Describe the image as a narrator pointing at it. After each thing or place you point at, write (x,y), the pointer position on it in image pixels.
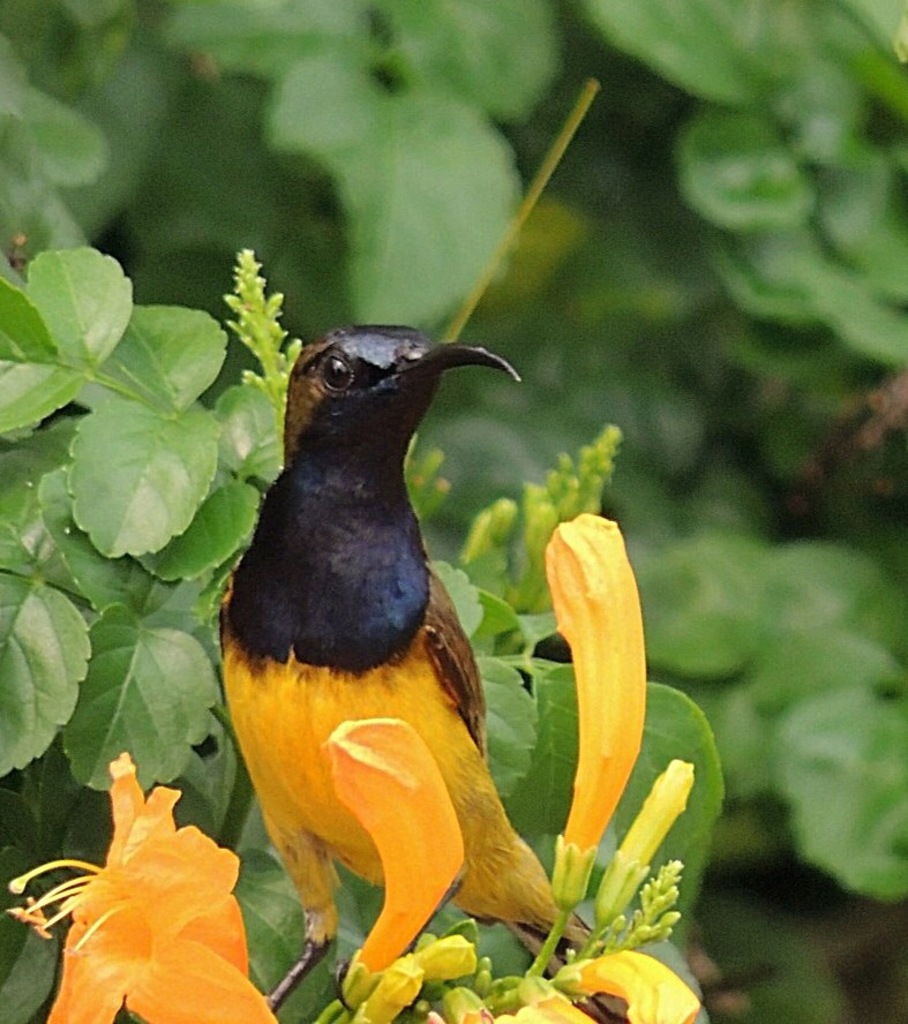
In this image there is a bird (499,819) in yellow and black color. There are yellow color flowers (413,980) in the foreground (381,804). There are leaves (874,612) and trees (784,643) in the background (510,784).
